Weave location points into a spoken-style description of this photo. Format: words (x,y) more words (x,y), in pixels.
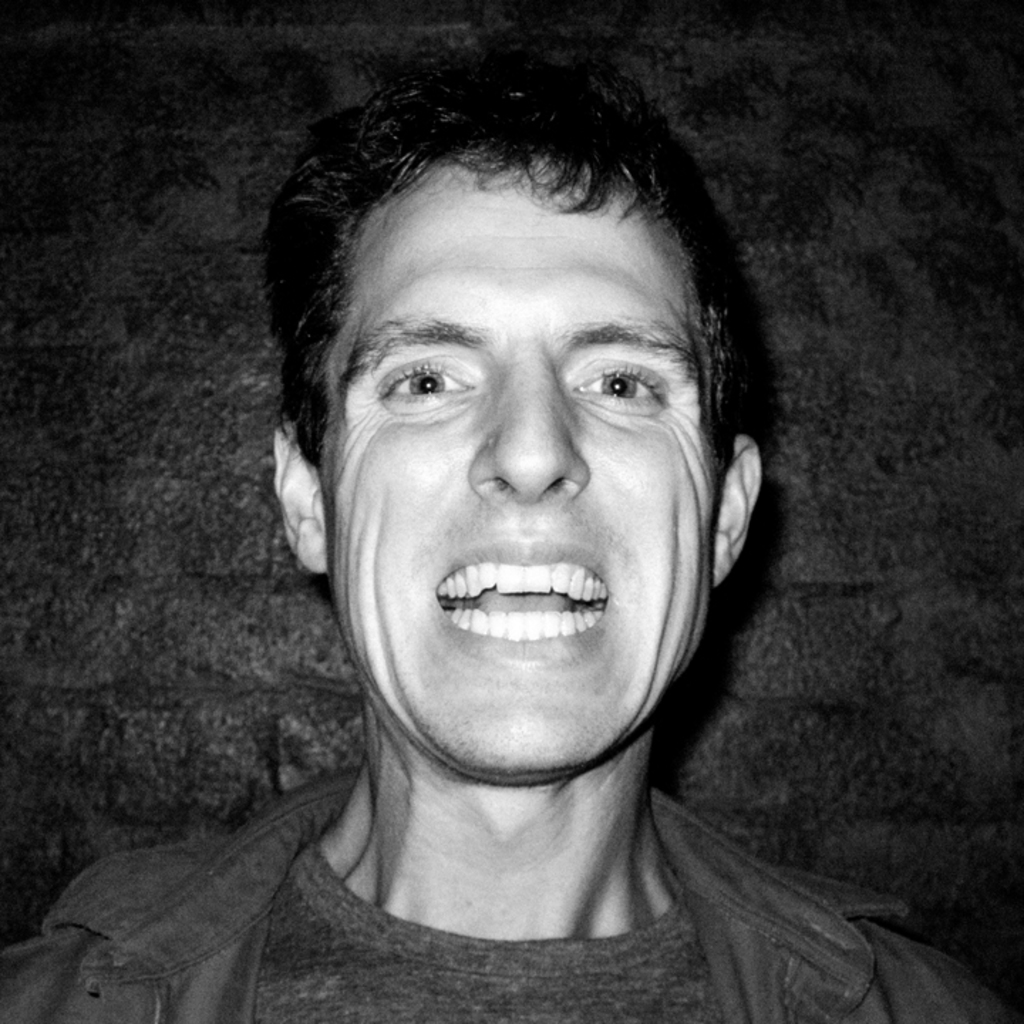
This is a black and white picture of a man (459,646) smiling and behind him there is wall (311,72).
